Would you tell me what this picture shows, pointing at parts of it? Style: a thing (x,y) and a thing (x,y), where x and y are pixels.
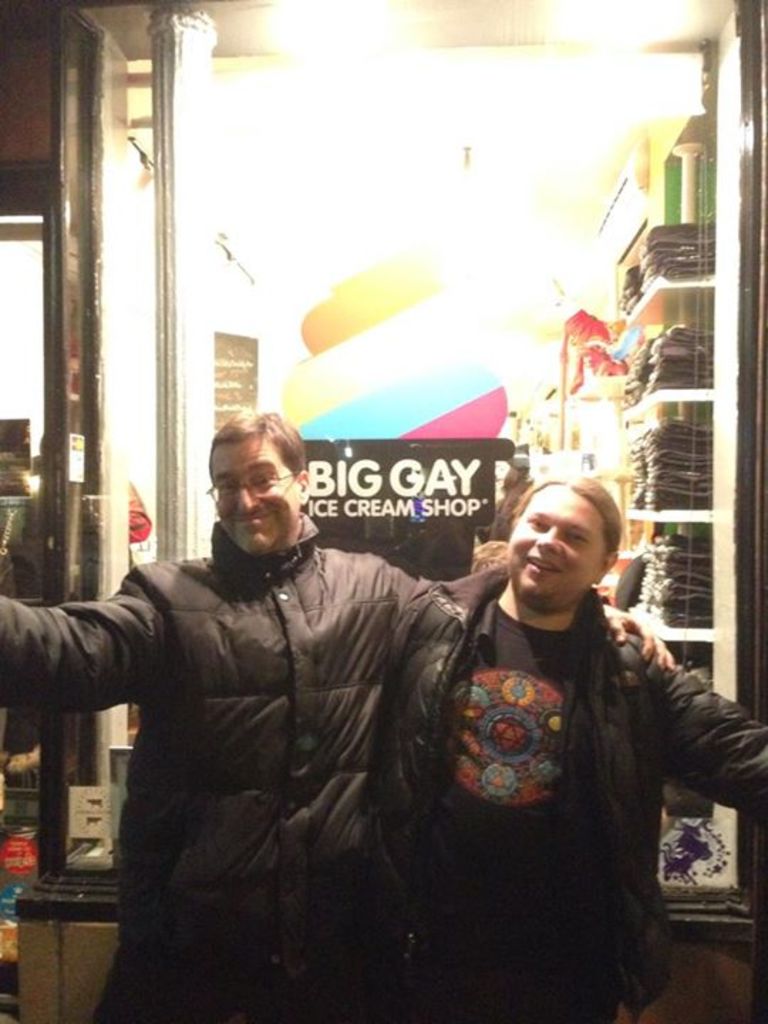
In the center of the image (364,608) we can see two persons (312,889) wearing the jackets (363,639) and standing and also smiling. In the background (652,406) we can see the glass window (652,406) and through the glass window (605,389) we can see the clothes (710,267) placed on the racks (692,514). We can also see the poster (494,485) with the text (461,501) attached to the glass window (467,195). Image also consists of the light (453,191).
